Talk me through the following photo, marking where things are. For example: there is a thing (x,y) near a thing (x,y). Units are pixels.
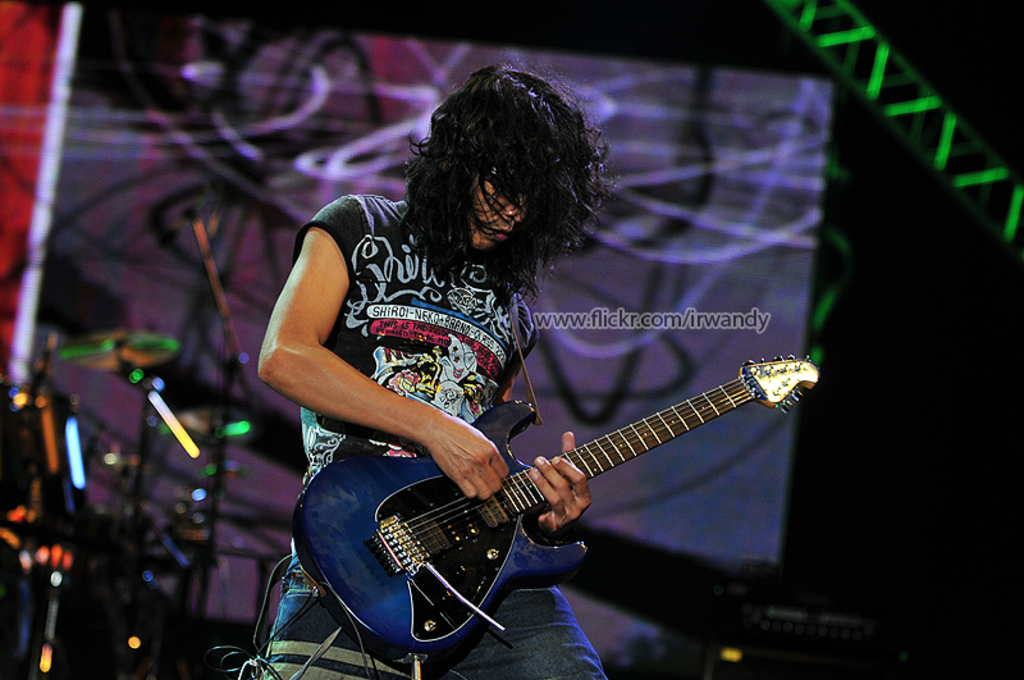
In this image I can see a person (380,400) wearing black color dress (389,356) is standing and holding a guitar (436,539) which is blue and black in color. In the background (54,372) I can see few other musical instruments (60,536), a screen (110,190), few metal rods (867,88) and green colored light (844,32) on them and the dark sky (941,379).
